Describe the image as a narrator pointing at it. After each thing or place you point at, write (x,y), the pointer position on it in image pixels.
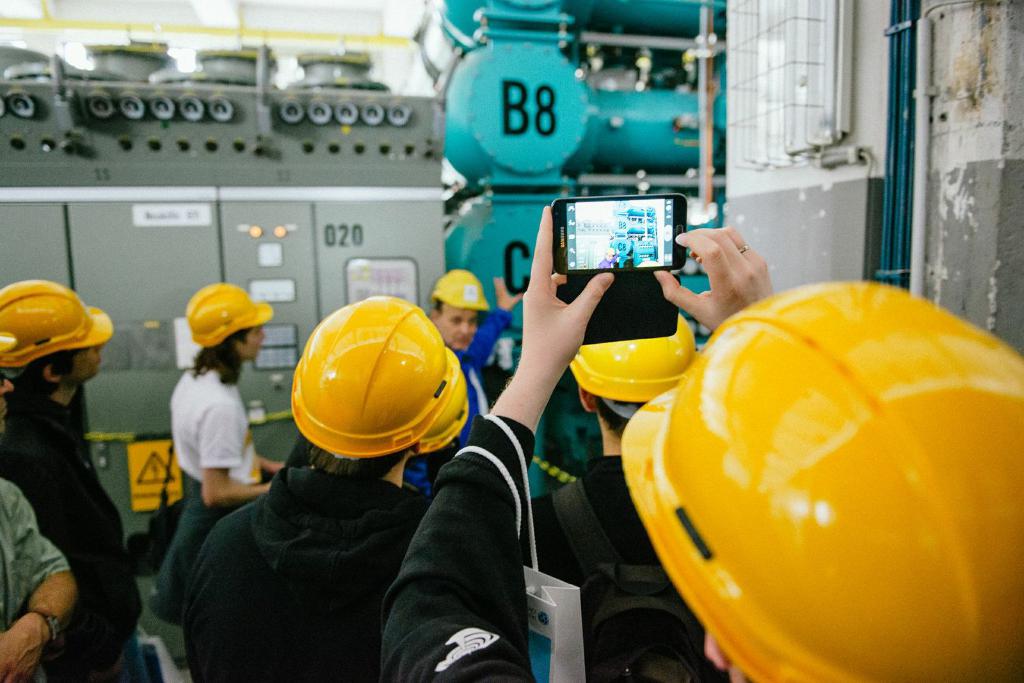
On the right side (952,416), there is a person (940,438) wearing a yellow color helmet (813,351), holding a mobile (648,219) and capturing the persons (55,329) who are having yellow color helmets (319,338) and there are machines (575,37).
